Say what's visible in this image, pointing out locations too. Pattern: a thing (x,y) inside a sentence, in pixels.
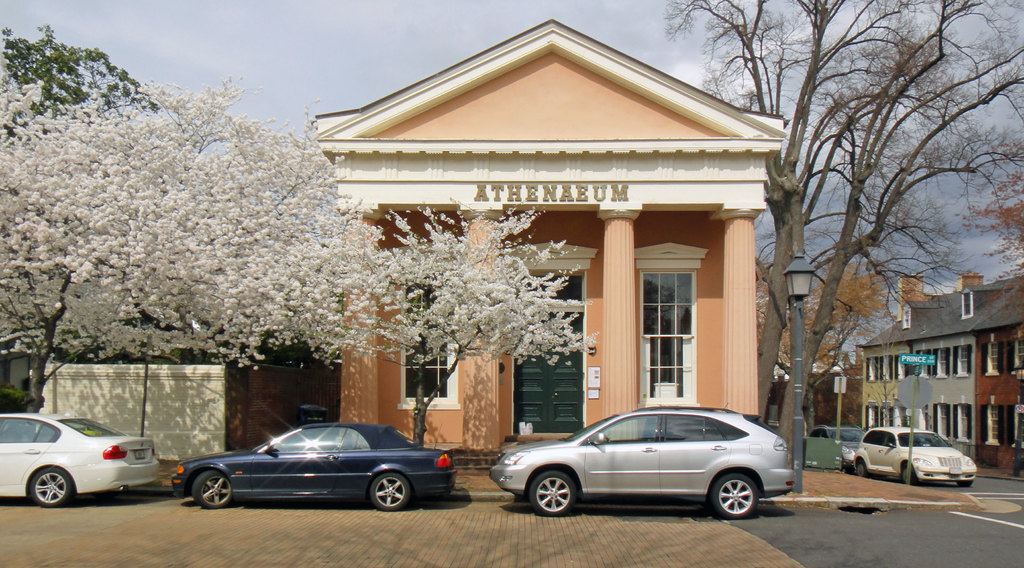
In this picture we can observe an orange color building (572,380). There are white color trees (168,229) on the left side (107,199). We can observe three cars (156,453) parked in front of this house (402,364). On the right side (887,385) there are some buildings (941,353) and trees (850,291). In the background (282,60) there is a sky (262,49).
